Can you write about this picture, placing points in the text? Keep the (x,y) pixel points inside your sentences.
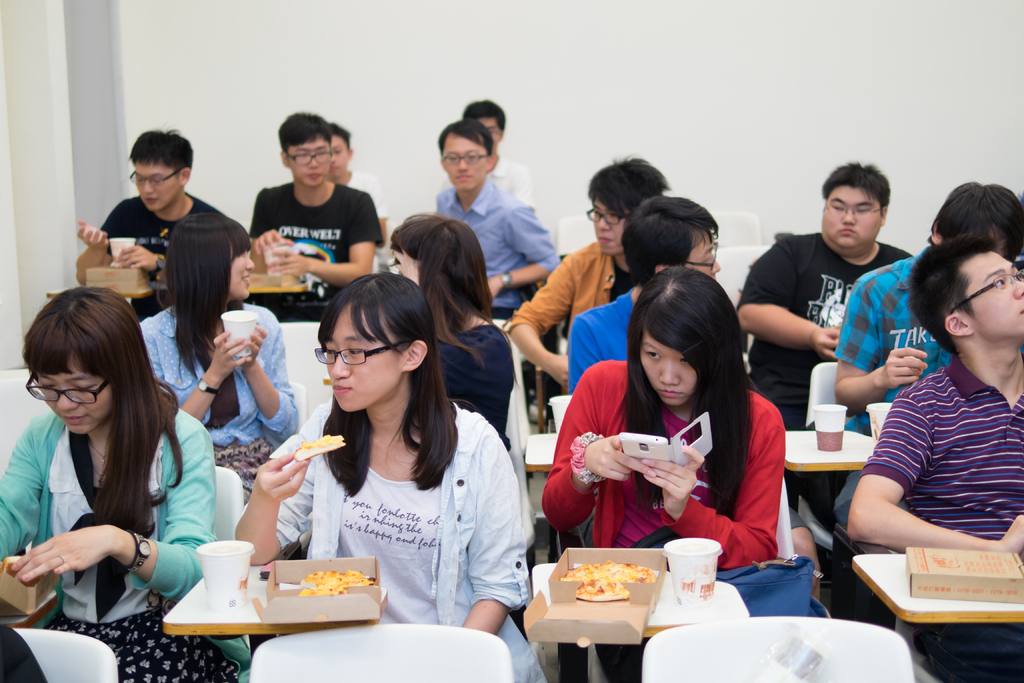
As we can see in the image there are few people (381,209) sitting on chairs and few of them are eating pizzas (328,578) and there are glasses (232,570) over here. In the background (596,88) there is a wall (326,106).
